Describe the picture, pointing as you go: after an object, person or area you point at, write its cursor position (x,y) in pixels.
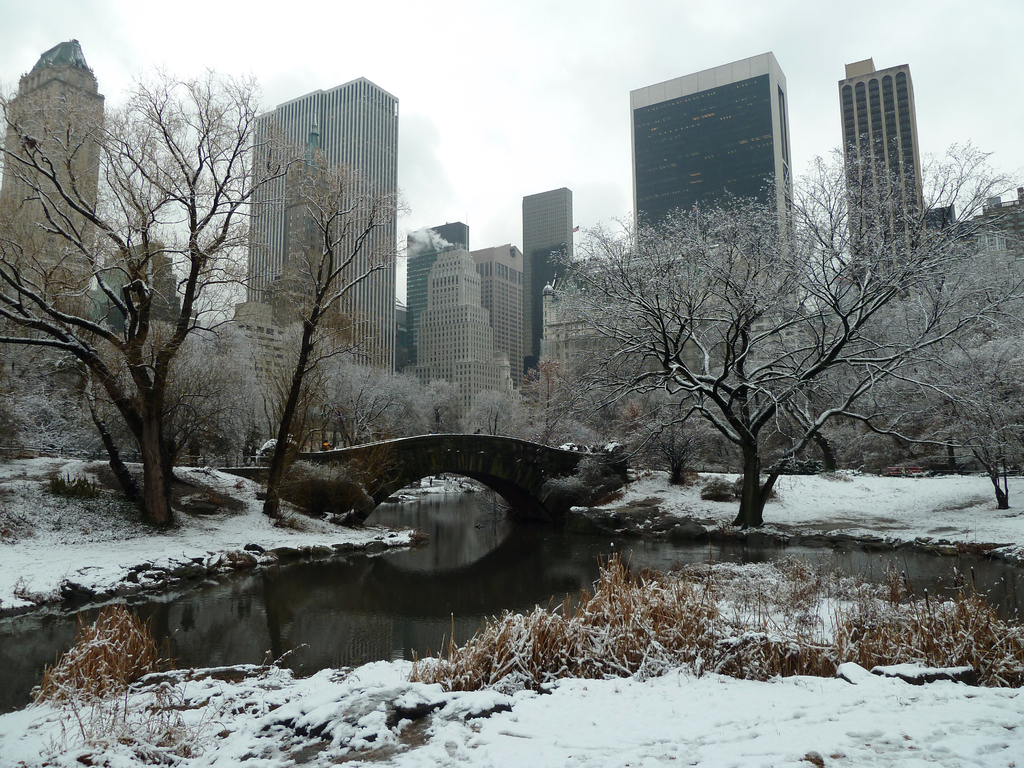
In this picture I can see snow (1014,525). I can see water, bridge (469,462). There are buildings (689,73), trees (771,295), and in the background (964,57) there is the sky (997,44).
